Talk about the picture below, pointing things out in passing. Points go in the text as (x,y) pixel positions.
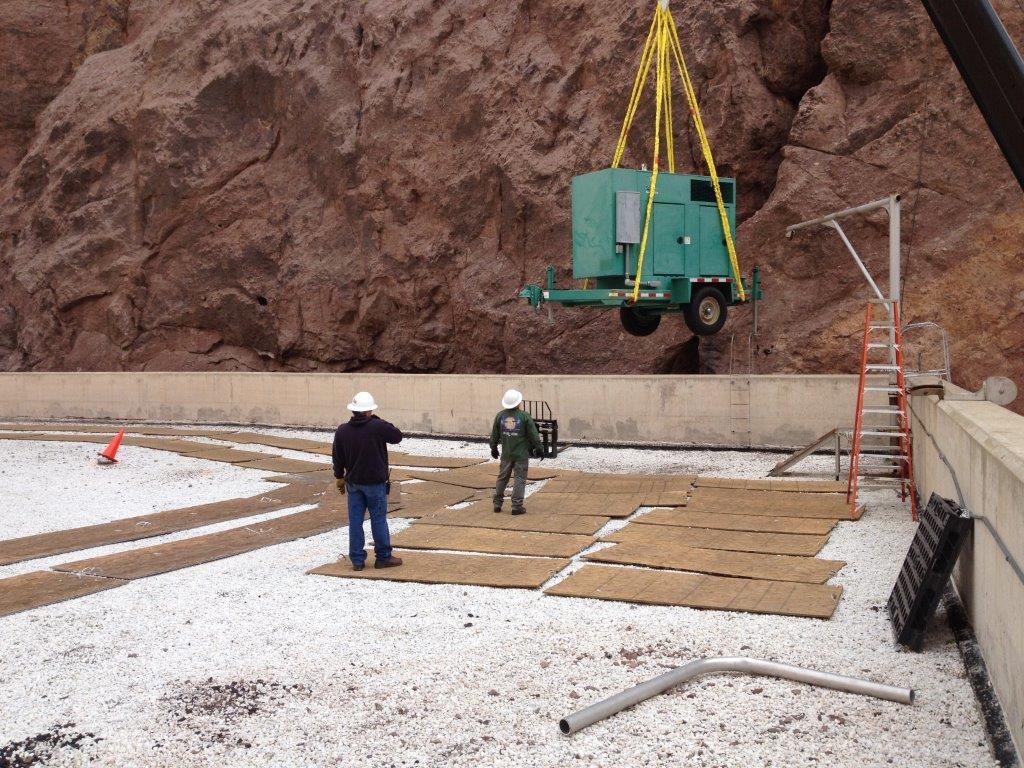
In the picture we can see a surface (729,555) with two people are standing, they are in white hats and near to them, we can see a ladder (906,447) and around the surface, we can see a wall (992,592) and outside the wall (936,489) we can see a crane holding a generator box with a wheel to it and behind it we can see a huge rock (825,364).
